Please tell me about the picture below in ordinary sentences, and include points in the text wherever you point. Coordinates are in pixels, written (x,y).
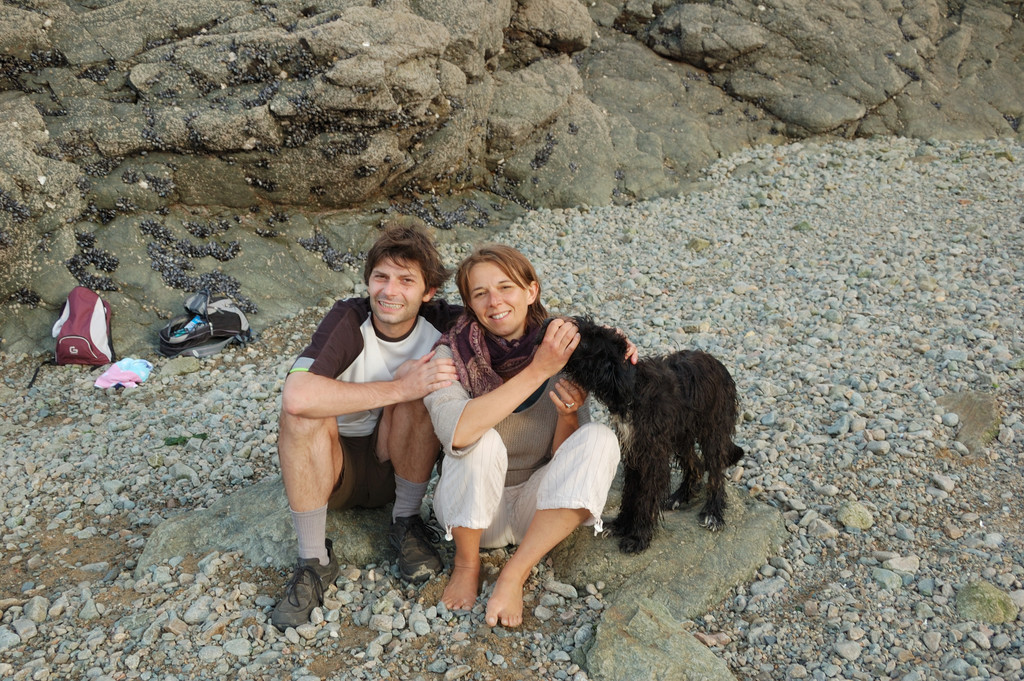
In this picture outside of the city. There are two person (304,457). They are sitting on a floor (444,567). They are smiling. On the right side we have a woman (535,476). She is holding a dog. We can see in background (444,257) rocks (478,170) and stones (850,270).
